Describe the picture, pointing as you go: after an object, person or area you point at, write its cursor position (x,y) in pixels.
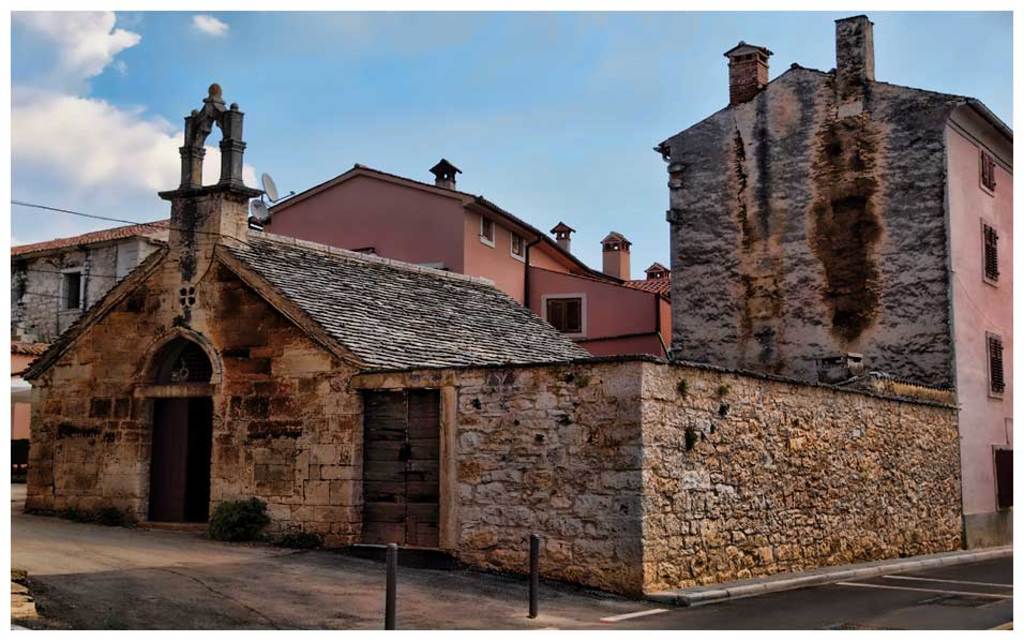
In this picture we can observe a building (284,465) which is in brown color. There is another building (441,247) which is in pink color. We can observe two black color poles (536,599) and a road (769,602) here. In the background (359,121) there is a sky (114,124) with clouds (44,126).
